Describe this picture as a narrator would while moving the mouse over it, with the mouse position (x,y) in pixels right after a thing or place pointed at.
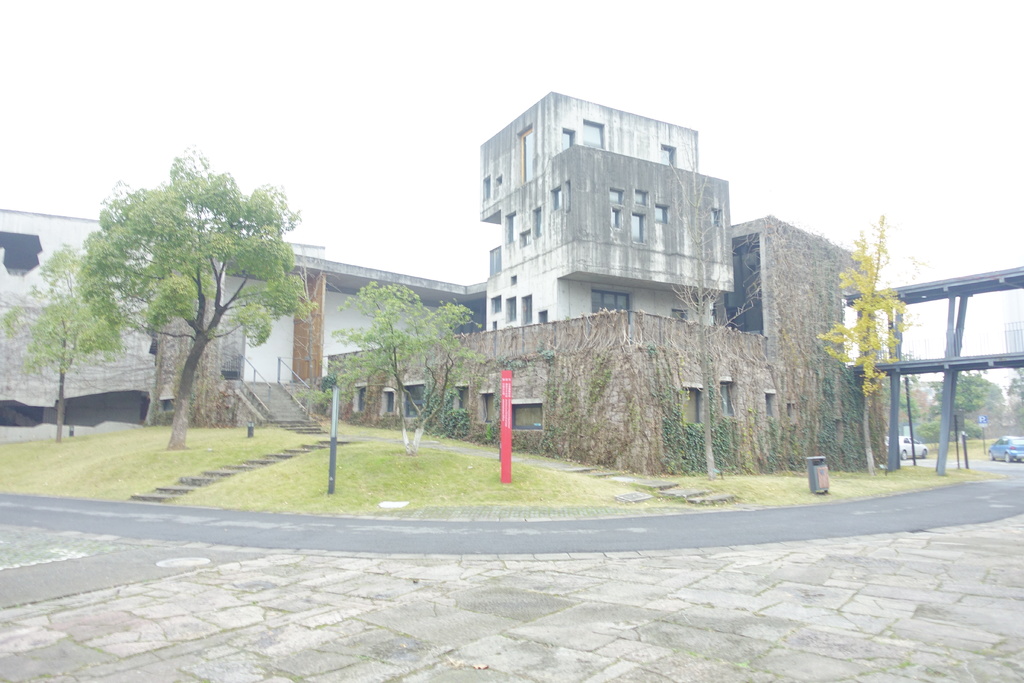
In this image we can see the road (339,533), on the other side of the road (469,530) there is a building (500,273) and trees (241,291).
